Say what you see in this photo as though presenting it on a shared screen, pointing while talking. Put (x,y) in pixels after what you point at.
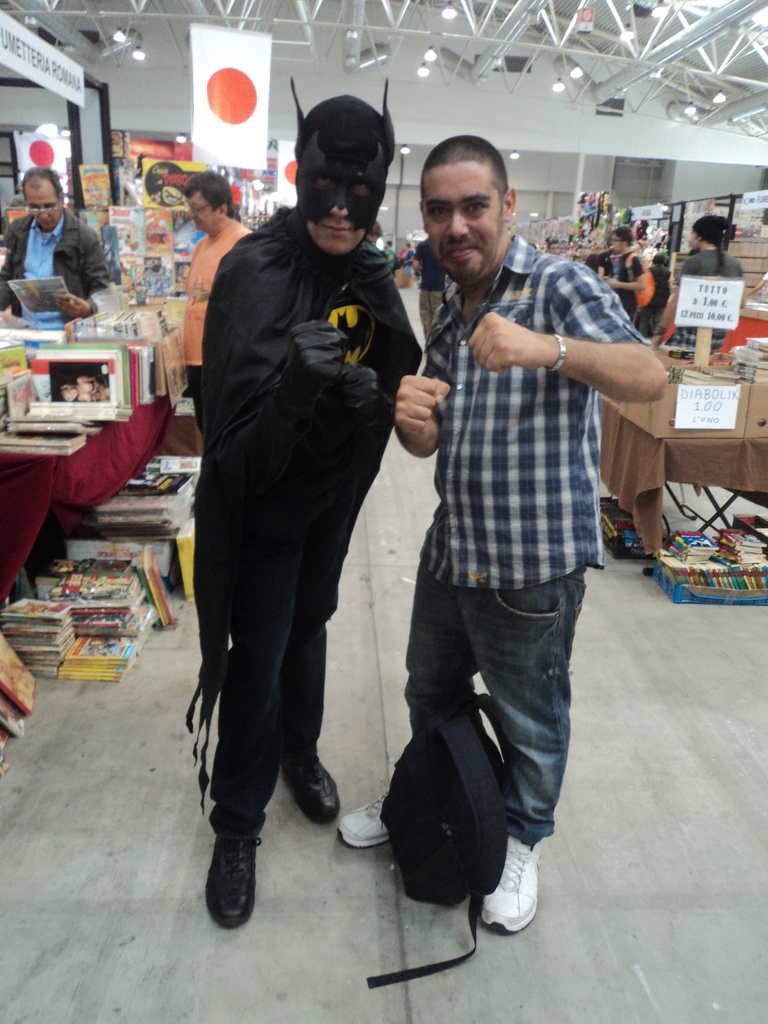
In the foreground of this image (489,663), there are two men (526,695) standing on the floor (378,858) and also a bag (433,858). In the background (65,426), there are books (102,406) on the table (124,468), few books (131,569) are on the floor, few persons (58,220) standing, boards (36,67), flags (220,76), ceiling (444,46), lights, wall (609,156) and many object (767,261) on the right (704,455). We can also see few boards (718,428) on it.
